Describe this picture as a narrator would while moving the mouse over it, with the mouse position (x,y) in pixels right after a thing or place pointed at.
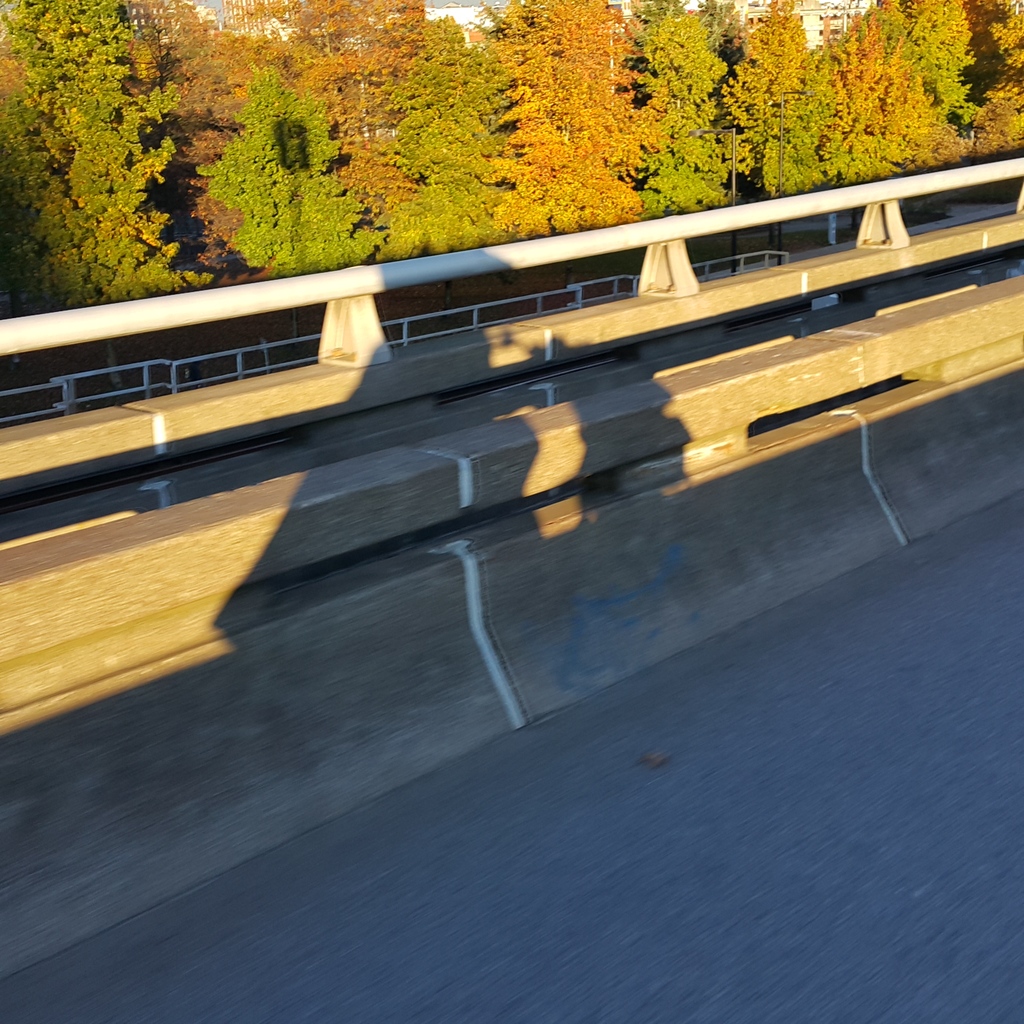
In the foreground (464,344) I can see a fence (414,365), road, trees (562,186) and buildings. This image is taken may be during a day.
